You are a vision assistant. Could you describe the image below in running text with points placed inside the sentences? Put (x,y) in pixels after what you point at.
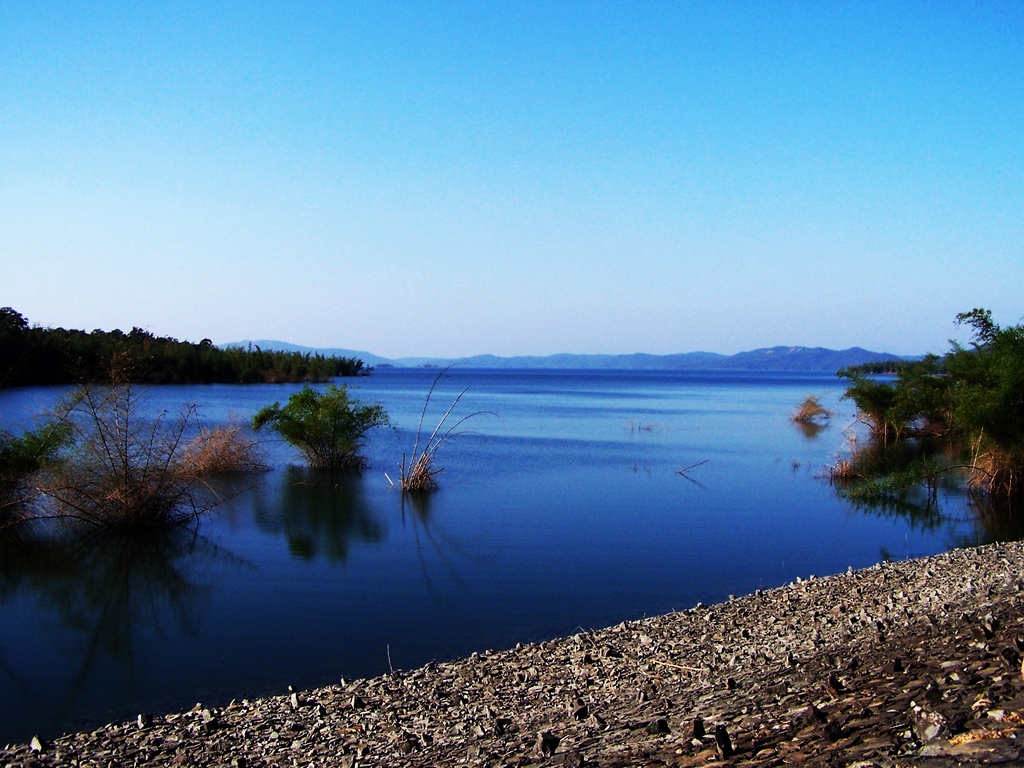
In this image we can see the water (695,483) and there are some plants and trees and there are some stones (299,744) on the ground (883,705). We can see the mountains (365,359) in the background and at the top (257,163) we can see the sky (252,327).
